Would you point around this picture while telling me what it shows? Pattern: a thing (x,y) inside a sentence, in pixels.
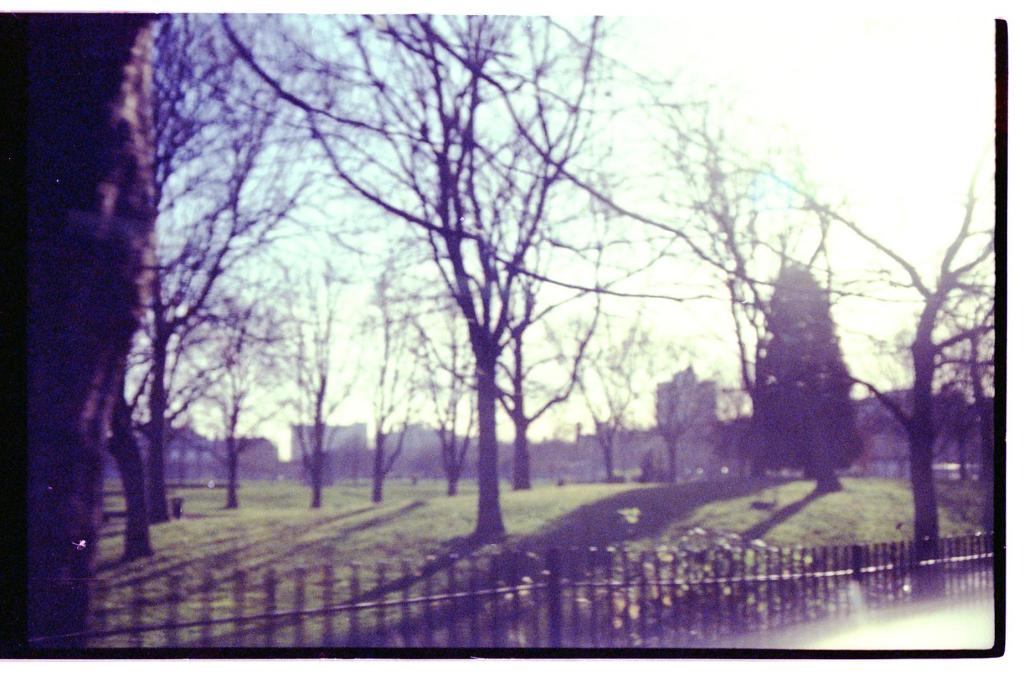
This picture shows few trees (493,466) and buildings (685,419) and we see a metal fence (837,572).
